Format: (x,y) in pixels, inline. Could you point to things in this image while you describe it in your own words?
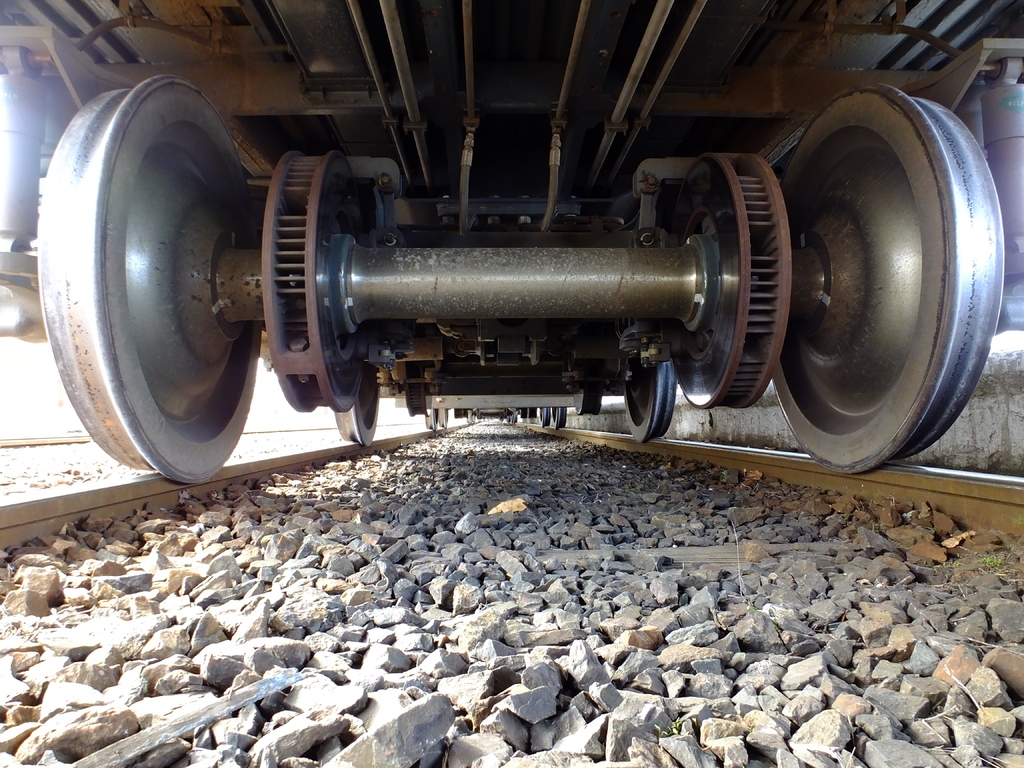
In this image there is a train (99,424) on the tracks (910,480), we can see there are some stones (698,674) at the middle of tracks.
